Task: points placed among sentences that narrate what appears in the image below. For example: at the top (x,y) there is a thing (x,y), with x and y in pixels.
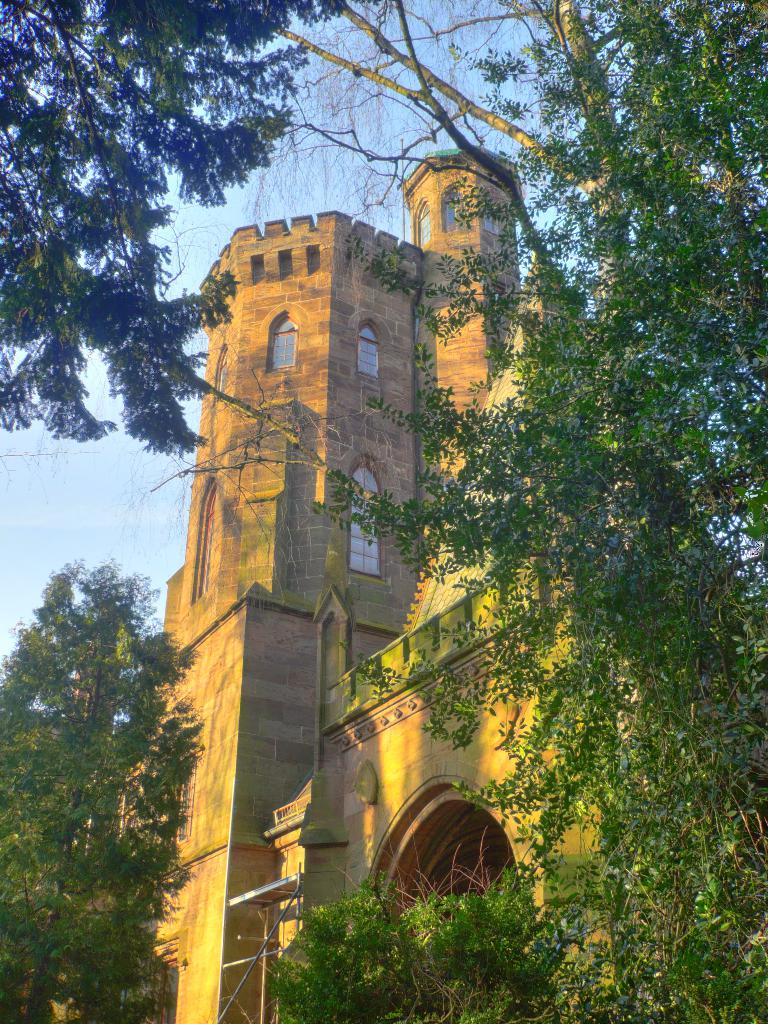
In this image there are few trees (129,971). Behind there is a castle (288,719). Background (50,553) there is sky (128,489).
